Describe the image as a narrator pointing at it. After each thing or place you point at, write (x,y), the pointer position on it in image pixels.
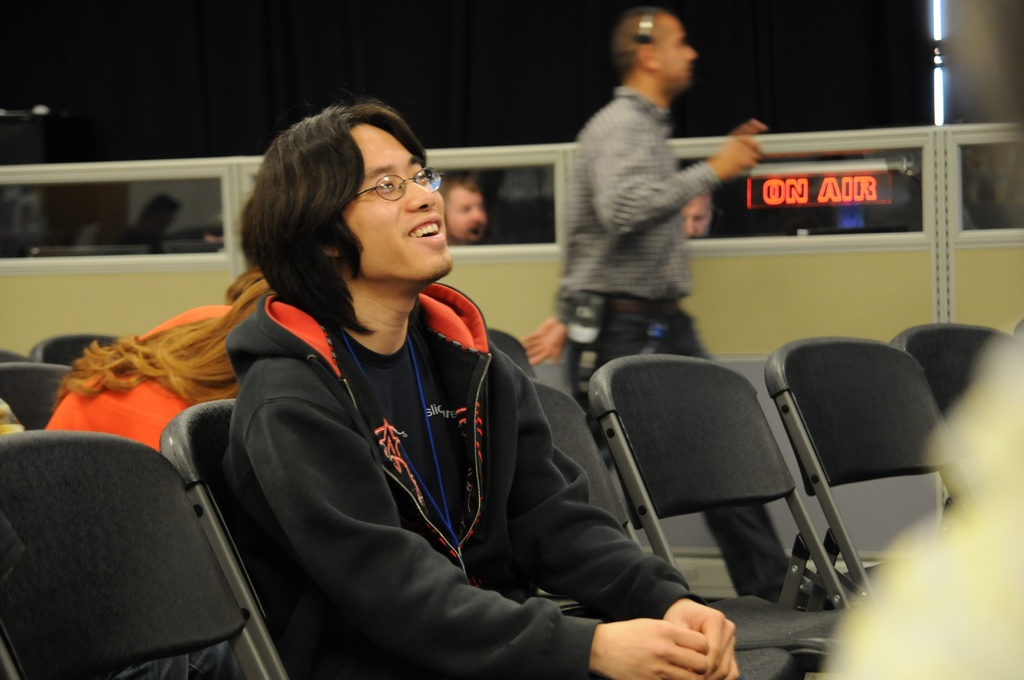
In this image i can see a person (346,508) sitting on the chair (247,621) wearing a jacket (362,481) and glasses (392,201). In the background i can see a person (593,259) walking and few empty chairs (45,478).
